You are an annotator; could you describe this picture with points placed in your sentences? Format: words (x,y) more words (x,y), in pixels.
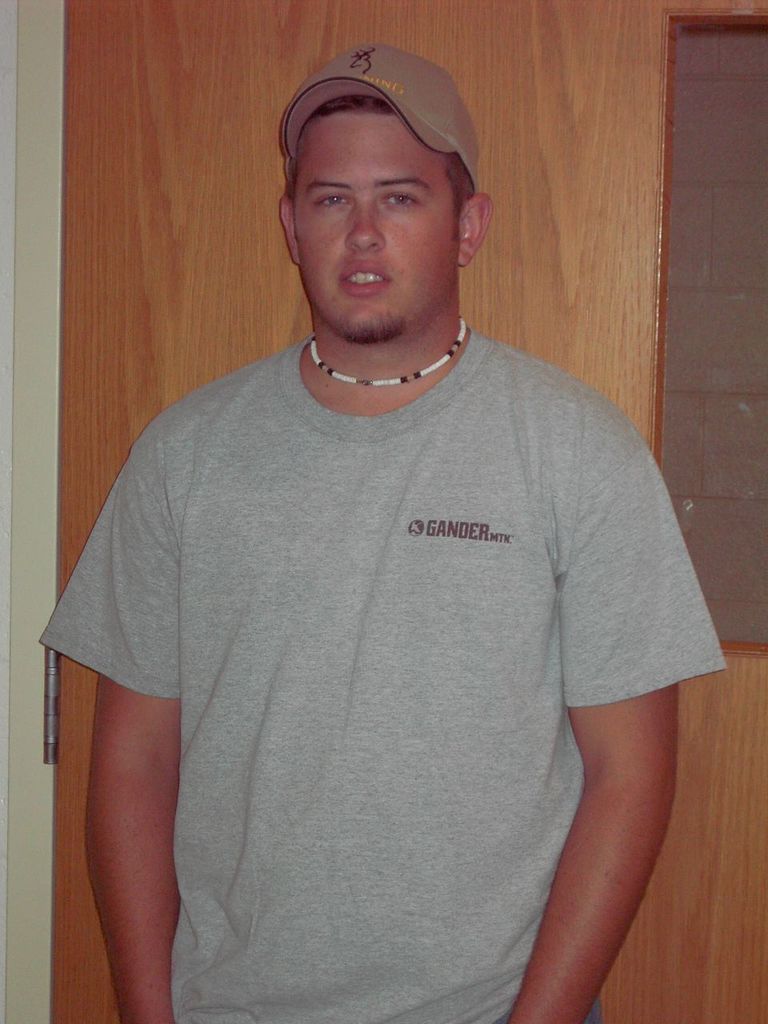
In this image there is a man (345,350) with a hat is standing, and in the background (127,261) there is a wooden wall (154,275).
